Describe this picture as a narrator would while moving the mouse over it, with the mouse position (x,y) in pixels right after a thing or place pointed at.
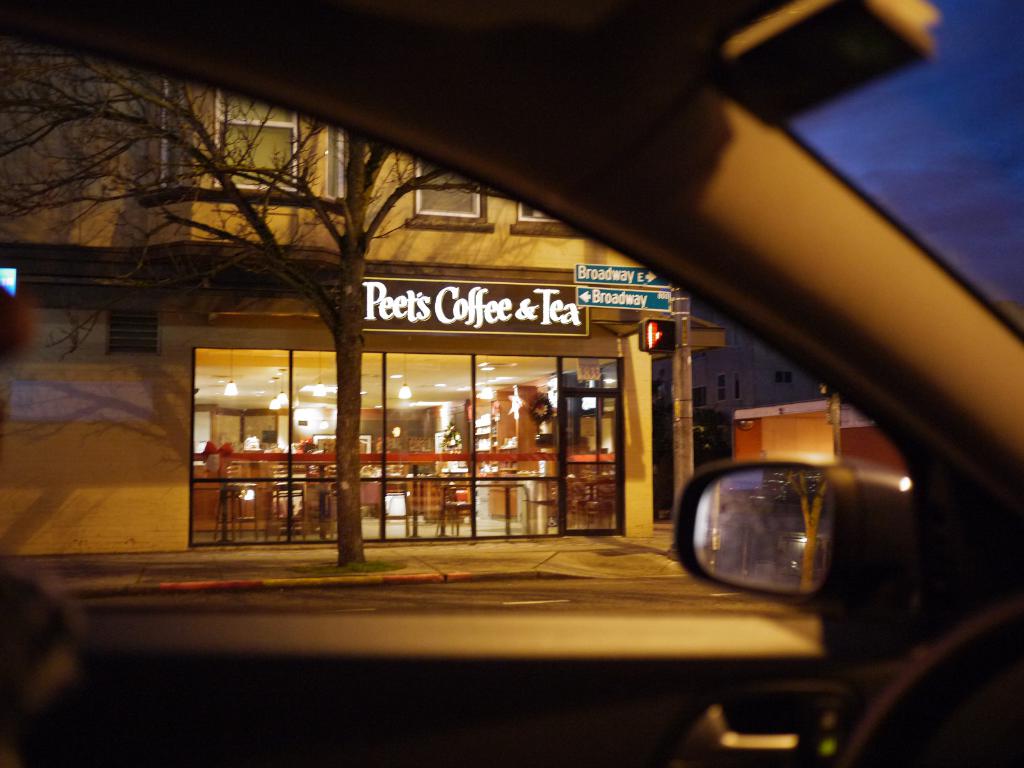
In this picture we can see a car (815,225), in the background (525,225) we can find few buildings (491,456), lights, sign boards (624,281) and a tree (237,173), in the middle of the image (519,316) we can see a hoarding (505,313), we can find some text (469,298) on the sign boards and hoarding (477,311).
